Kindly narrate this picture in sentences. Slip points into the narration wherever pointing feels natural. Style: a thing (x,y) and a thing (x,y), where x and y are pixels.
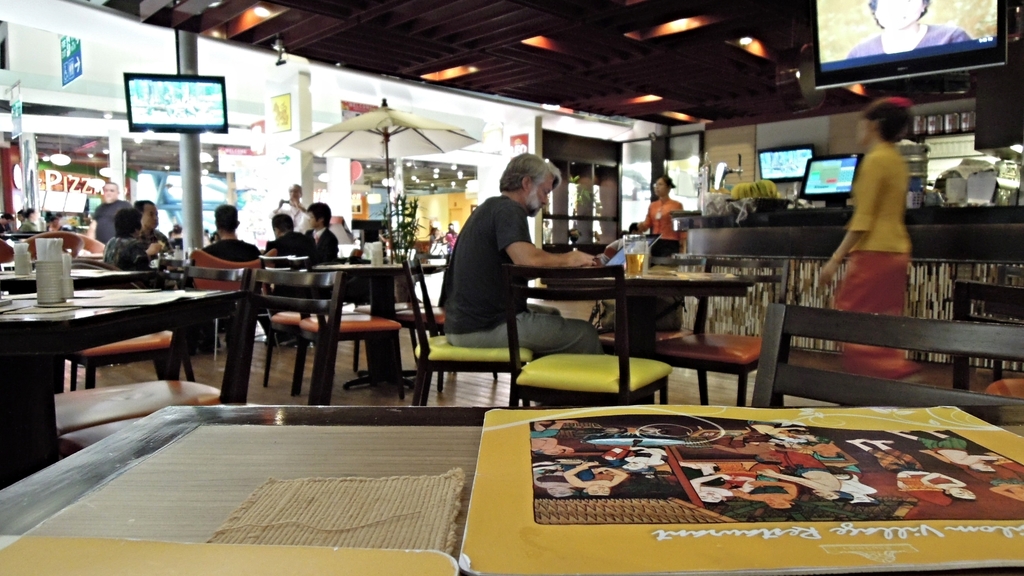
The image is taken in the restaurant (624,196). There are chairs (396,311), tables (641,270) and people (497,292). There is a counter (781,234). There are screens (198,116). we can also see umbrella (368,147).
